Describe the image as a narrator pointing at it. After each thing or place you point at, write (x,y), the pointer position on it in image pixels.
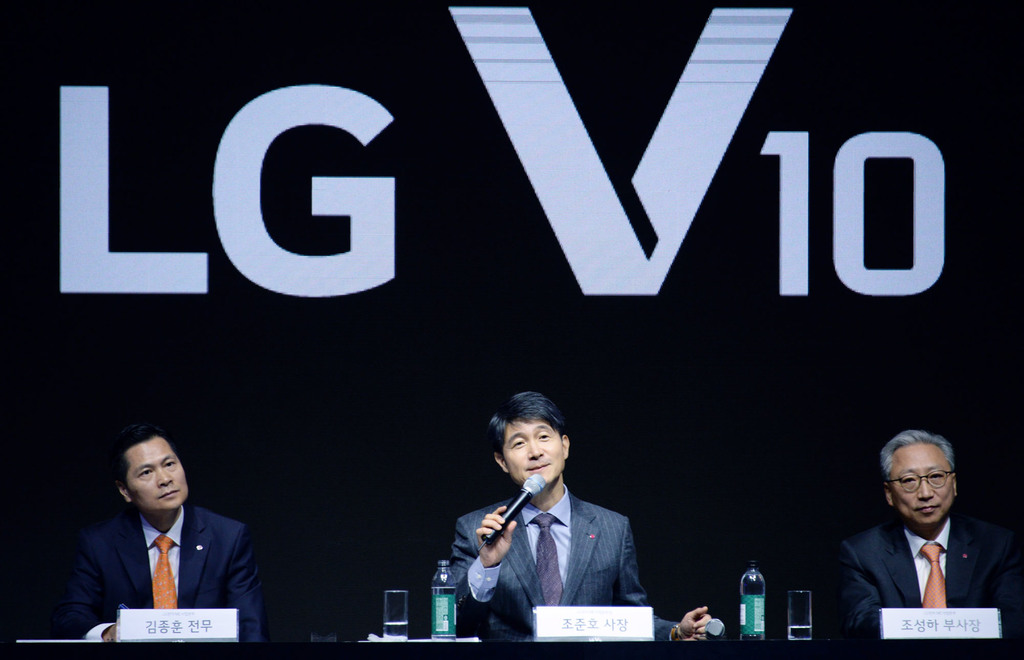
In front of the image there is a person (548,489) holding a mic (534,487) is sitting in a chair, beside the person (545,502) there are two other people (107,584) sitting in chairs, in front of them on the table (258,640) there are bottles (752,620) of water (748,633), glasses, name plates (229,630), behind them there is some text (525,159) on the banner (351,186).
